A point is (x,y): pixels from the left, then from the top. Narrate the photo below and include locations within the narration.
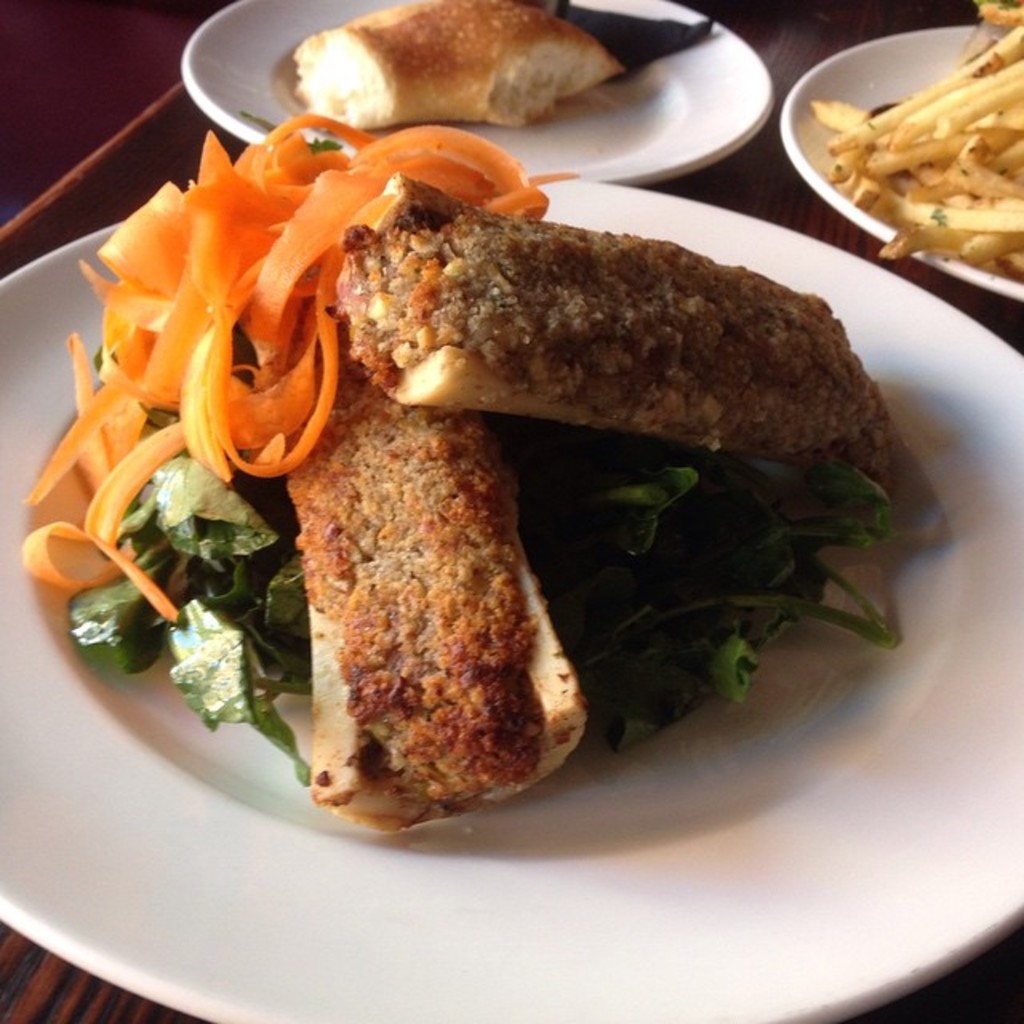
In this image there are some food items (447,611) placed on three plates (785,103).
